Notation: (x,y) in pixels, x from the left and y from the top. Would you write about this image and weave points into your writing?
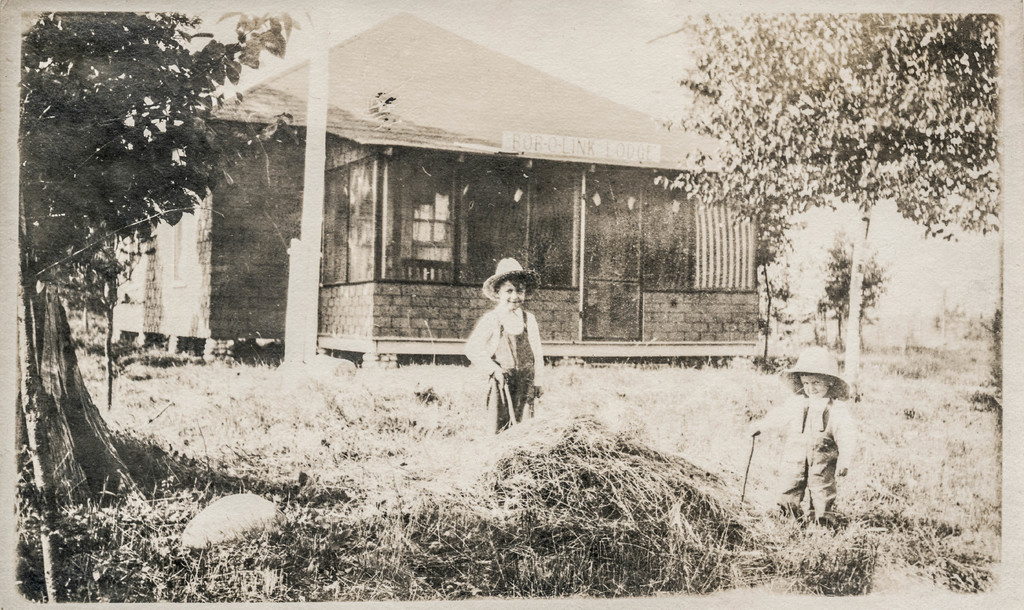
This is a black and white image. In the center of the image (498,321) there is a boy (483,363). On the right (798,188) and left side of the image (101,476) we can see trees (829,148). At the bottom of the image (874,481) we can see grass (491,461) and kid (786,427). In the background (704,150) we can see pole (324,125), house (557,145), trees (765,273) and sky (612,61).
